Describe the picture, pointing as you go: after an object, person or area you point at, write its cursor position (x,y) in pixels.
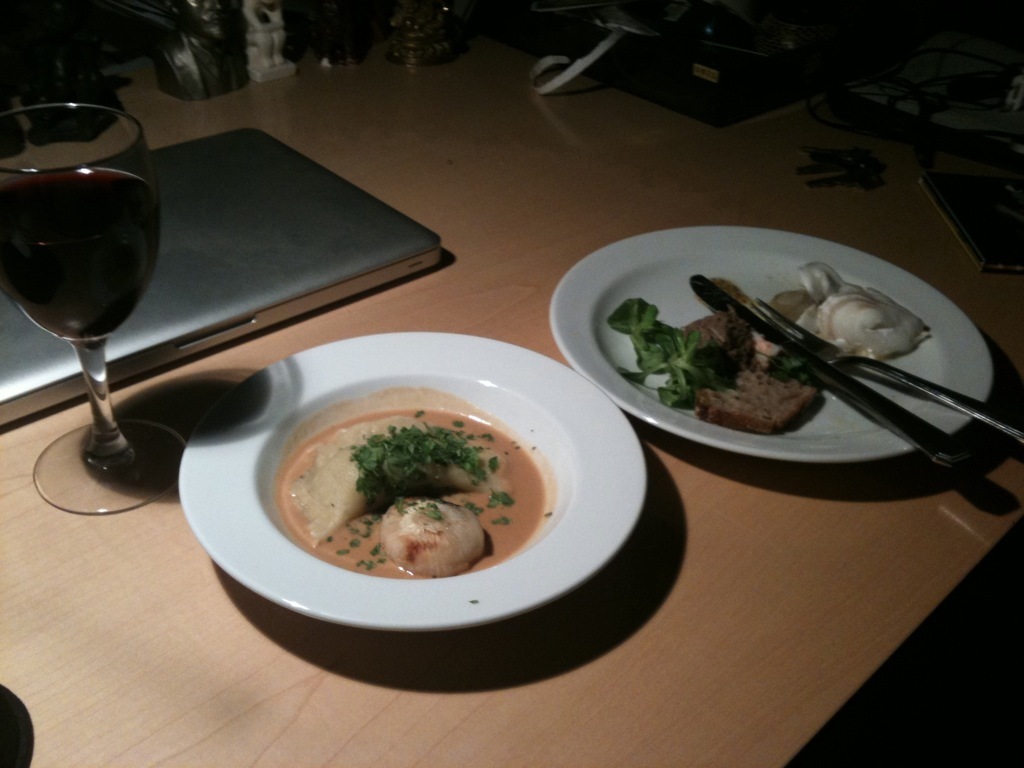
In this image I can see a glass (86,366), food items (405,451) in plates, knife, fork (878,371), keys (865,164), laptop (294,259) and few objects (858,127) on the brown color table (760,566).
